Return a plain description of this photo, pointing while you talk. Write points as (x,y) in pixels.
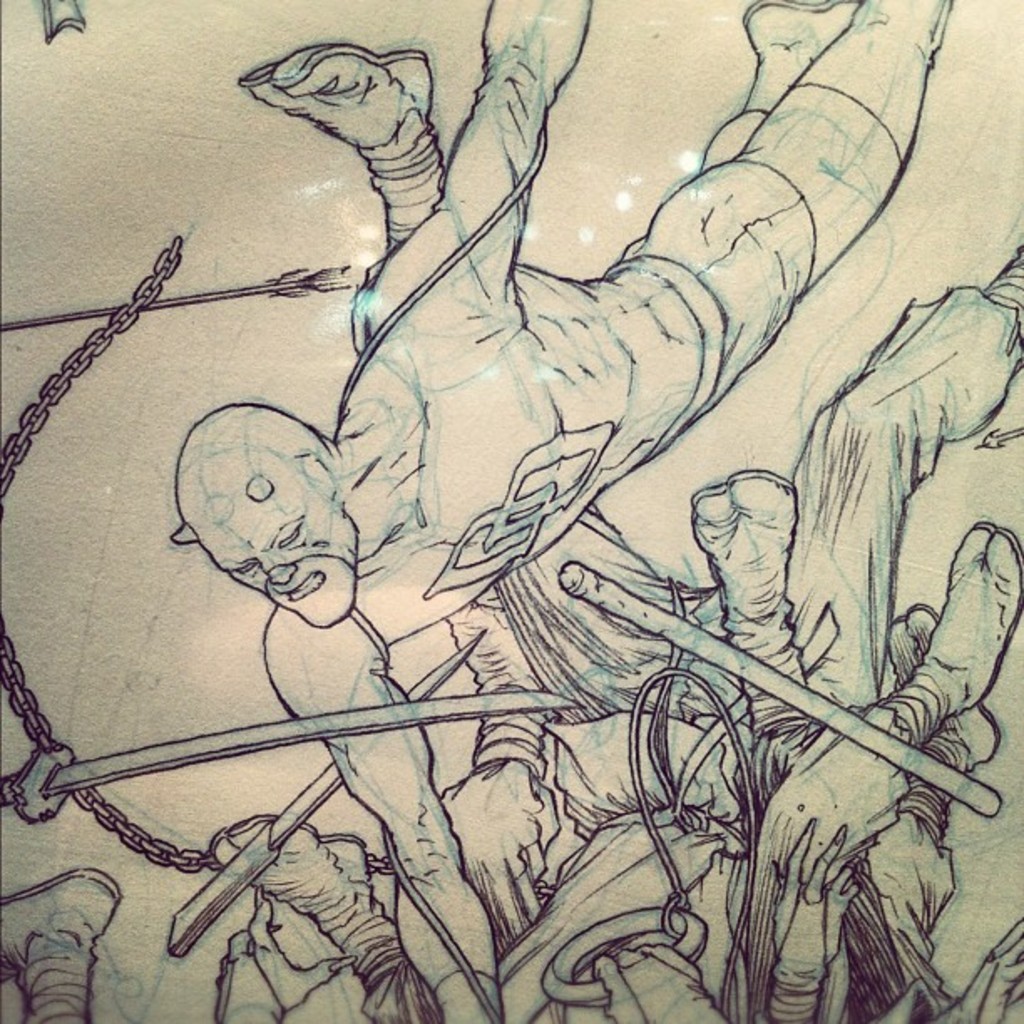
In the foreground of this sketch image, we can see knives (309,807), chain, arrow (295,282), people (568,447) and the stick (756,667).
